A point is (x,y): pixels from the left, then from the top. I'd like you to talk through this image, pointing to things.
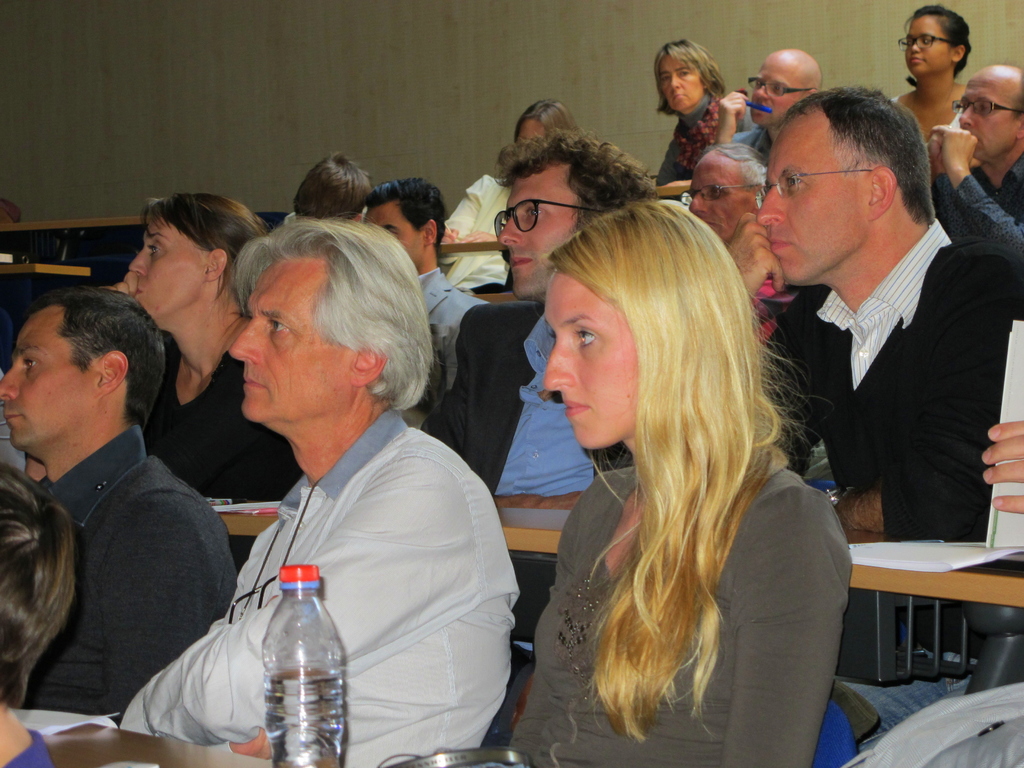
In this image there are a few people (700,197) sitting on chairs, in front of them on the benches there are papers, bottle of water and some other objects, behind them there is a wall (127,103).
